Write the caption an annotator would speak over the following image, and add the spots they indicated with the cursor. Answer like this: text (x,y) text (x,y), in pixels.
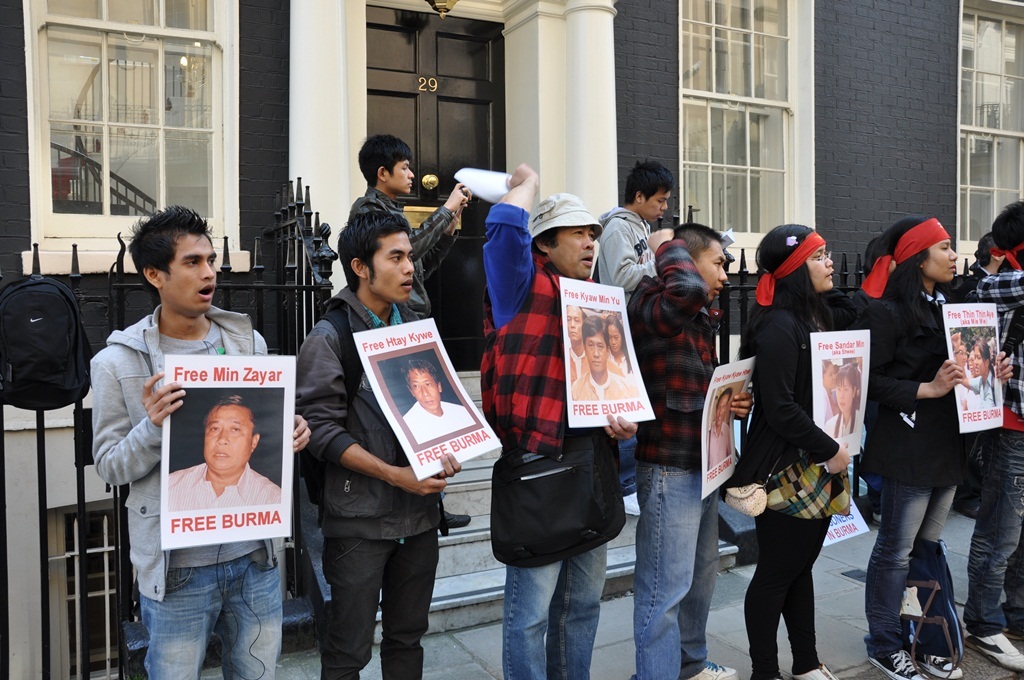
This picture describes about group of people (707,264), few people (488,269) holding placards (424,415), behind them we can find few metal rods (248,286), windows (213,109) and a building (430,135).
